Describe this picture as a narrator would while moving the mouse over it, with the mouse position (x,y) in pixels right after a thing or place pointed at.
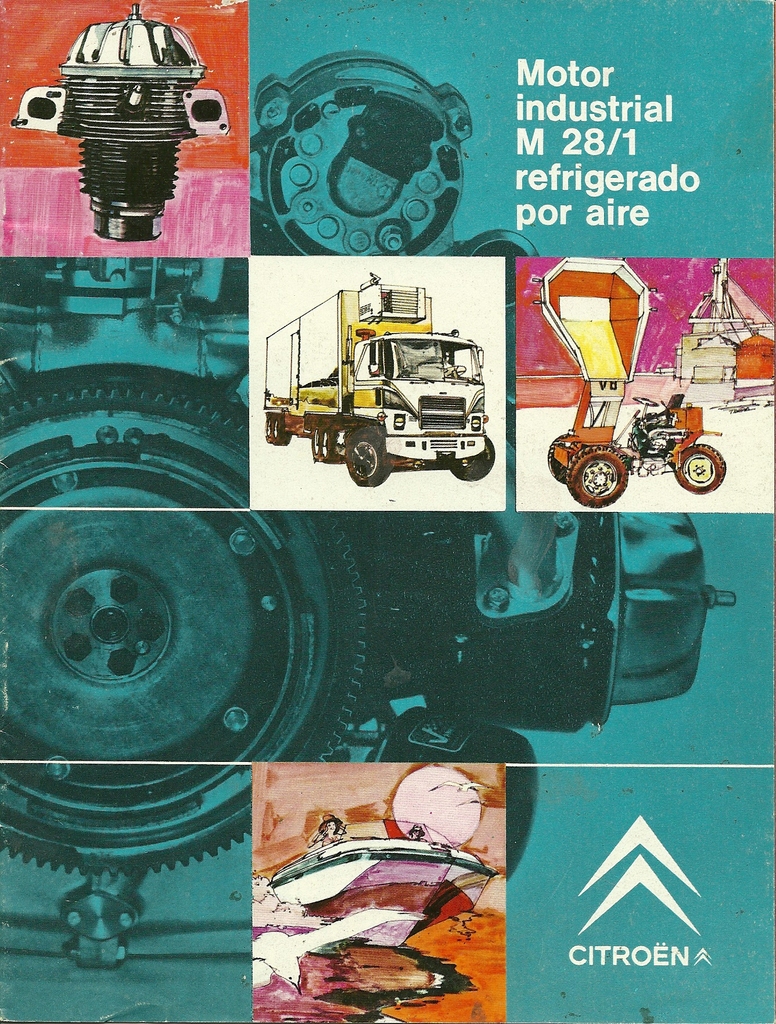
This picture describes about cover page (310,558), and we can find few paintings (226,188).
